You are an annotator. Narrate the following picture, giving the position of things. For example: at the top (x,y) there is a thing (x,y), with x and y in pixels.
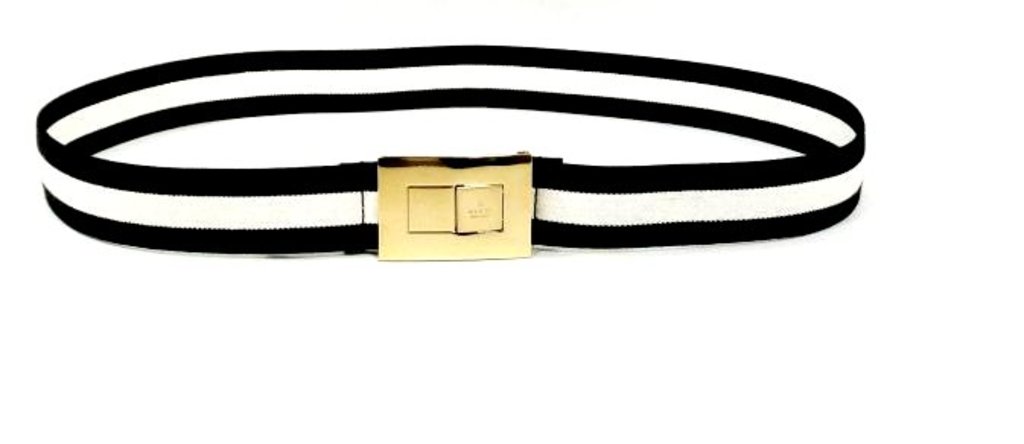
In the picture I can see a belt (362,73) which is in black and white color and there is a golden color object (456,201) in between it.
